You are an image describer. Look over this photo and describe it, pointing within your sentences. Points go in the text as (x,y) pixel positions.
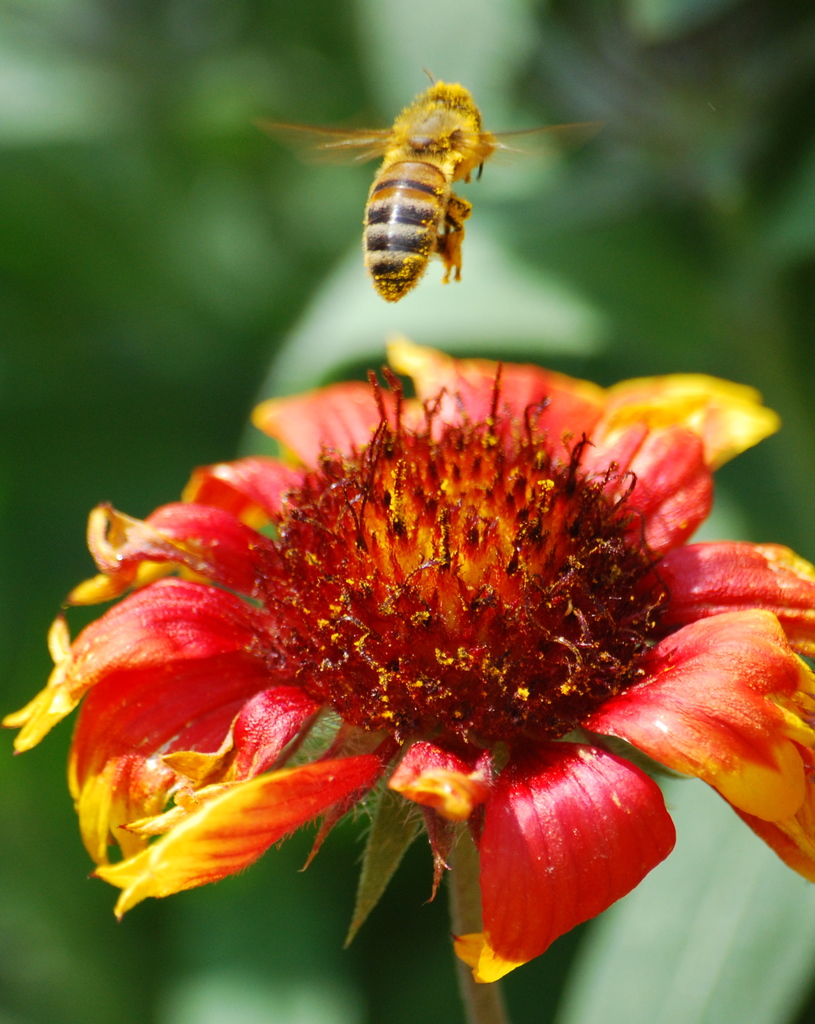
In this image we can see a flower (528,528), honey bee (296,147), and the background (256,169) is blurred.
